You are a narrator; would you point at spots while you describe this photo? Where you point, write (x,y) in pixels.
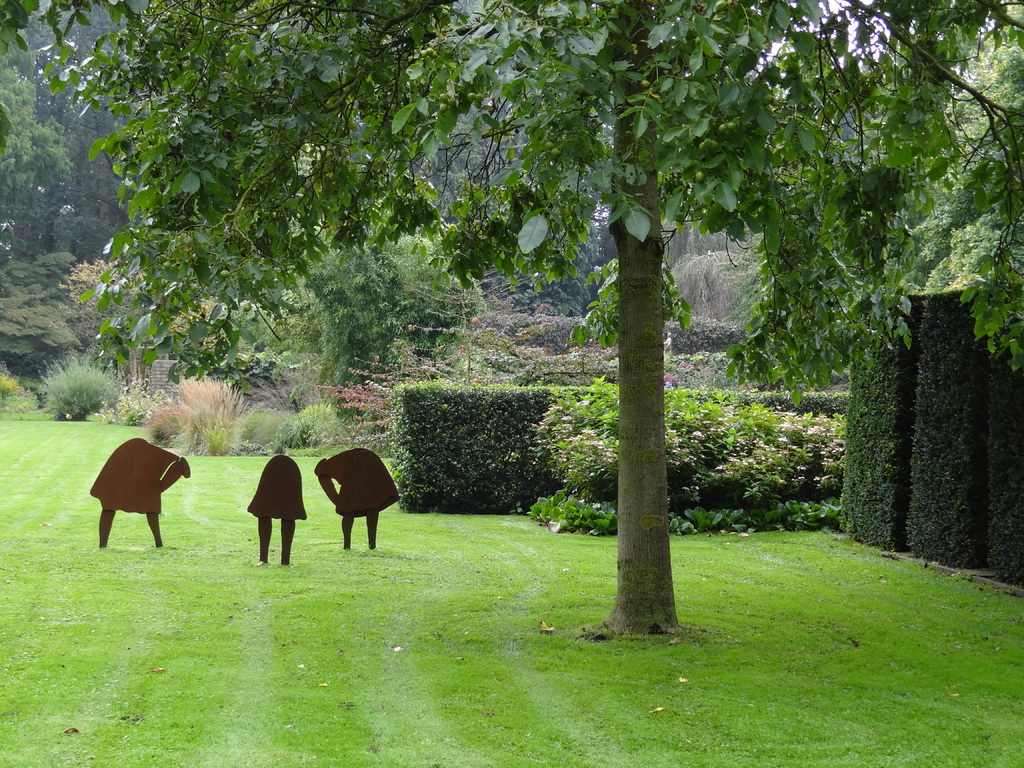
In this image, we can see the ground (432,605) covered with grass (196,631) with some objects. We can see some plants (584,415) and trees (598,268).
